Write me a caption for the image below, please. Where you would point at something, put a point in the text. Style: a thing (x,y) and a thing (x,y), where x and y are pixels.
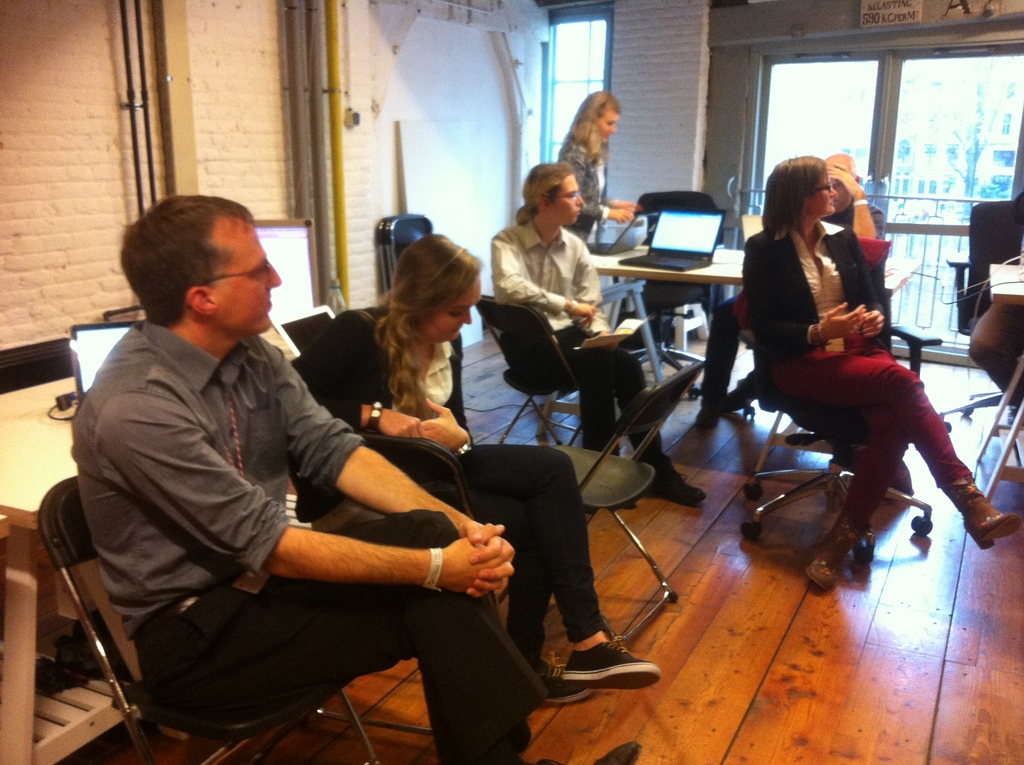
In the foreground of this image (556,364), there are persons (567,538) sitting on the chairs (603,494) near tables (53,421) on which there are laptops (699,246) are present on it. In the background (96,143), there is a wall (106,132), few pipes (316,43), a woman (581,150) standing and the glass door (867,130).
